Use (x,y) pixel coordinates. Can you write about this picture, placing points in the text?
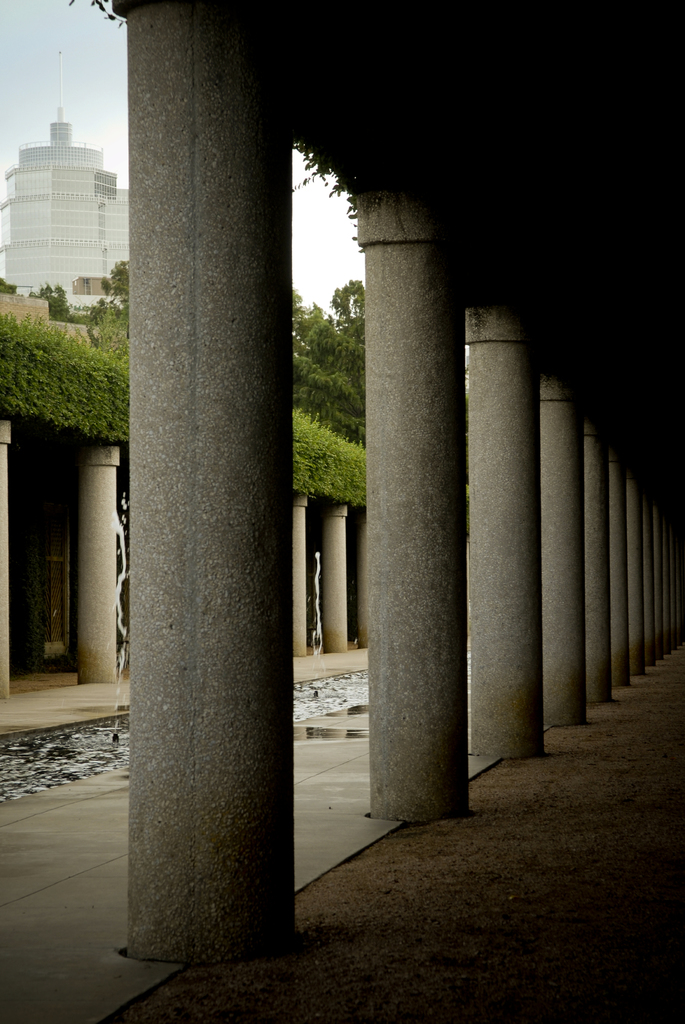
In the center of the image (413,635) we can see a series of pillars (546,622). On the left side of the image (10,431) there is a building (67,206), trees (337,344), plants (67,376), pillars (4,514) and water (21,757). In the background (10,94) there is a sky (52,48).
